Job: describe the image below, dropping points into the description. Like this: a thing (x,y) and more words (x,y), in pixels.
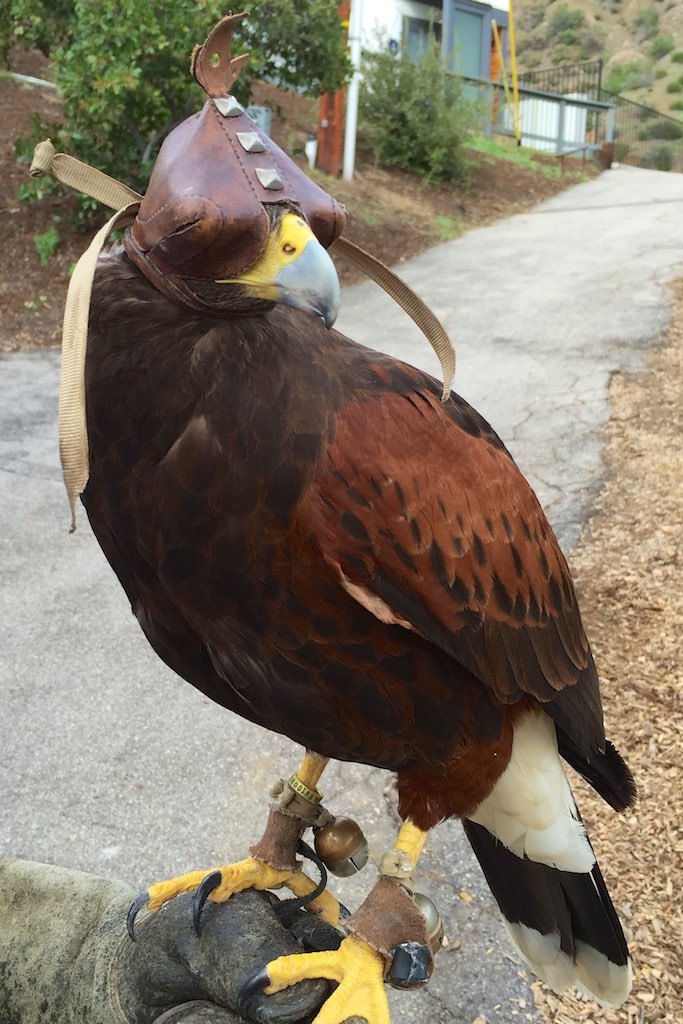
In this image I can see a bird (327,576). In the background (406,142) I can see trees (435,150), house (415,23), fence (561,125) and a mountain (623,50). This image is taken during a day.
